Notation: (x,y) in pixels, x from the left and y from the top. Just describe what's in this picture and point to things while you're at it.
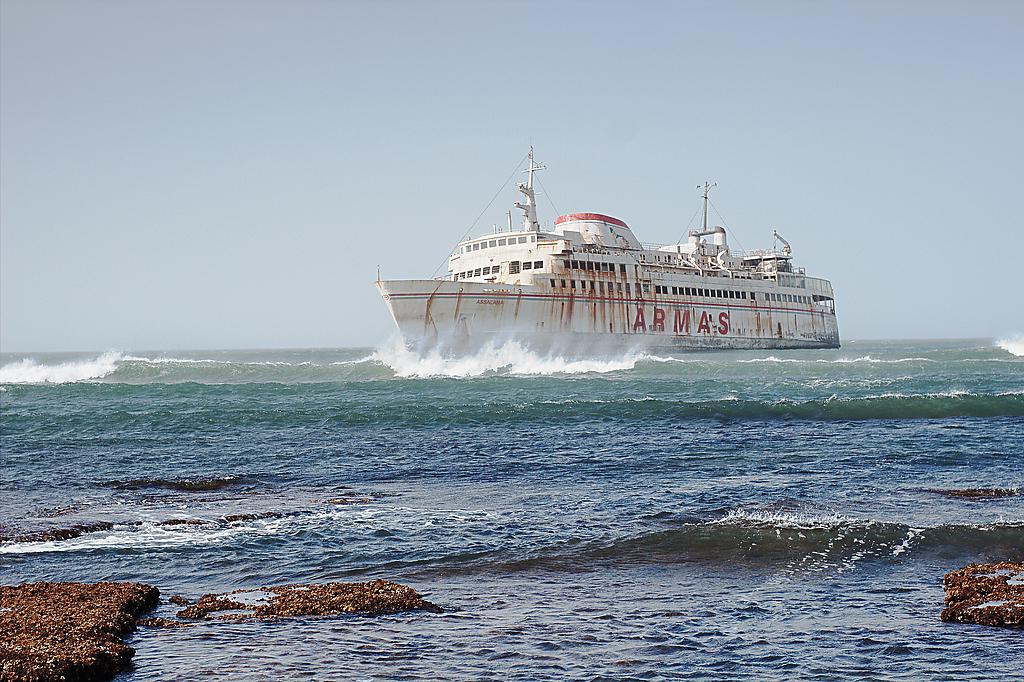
In this picture we can see rocks (59,648), ship (561,263) on the water (561,382) and in the background (559,120) we can see the sky (222,128).
